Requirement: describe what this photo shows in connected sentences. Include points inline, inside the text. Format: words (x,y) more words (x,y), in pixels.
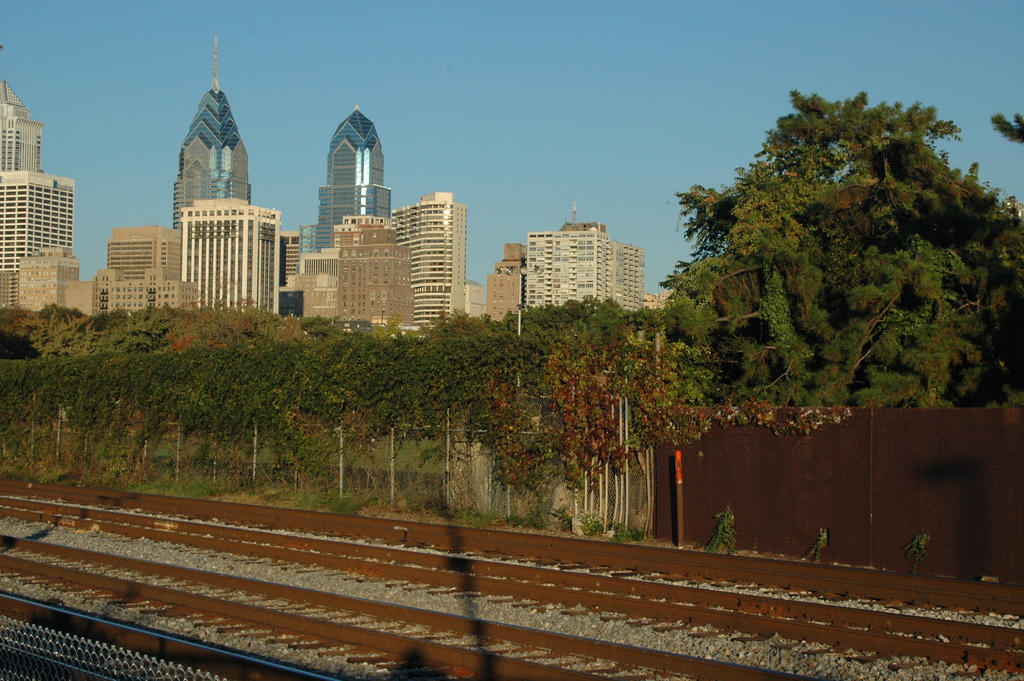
At the bottom of the image (325,591) I can see the railway tracks (446,623) and stones (477,617) on the ground (306,585). In the background (405,465) there is fencing (342,467) at back of it I can see many trees (528,343) and buildings (354,280). At the top of the image (541,71) I can see the sky (425,63).
